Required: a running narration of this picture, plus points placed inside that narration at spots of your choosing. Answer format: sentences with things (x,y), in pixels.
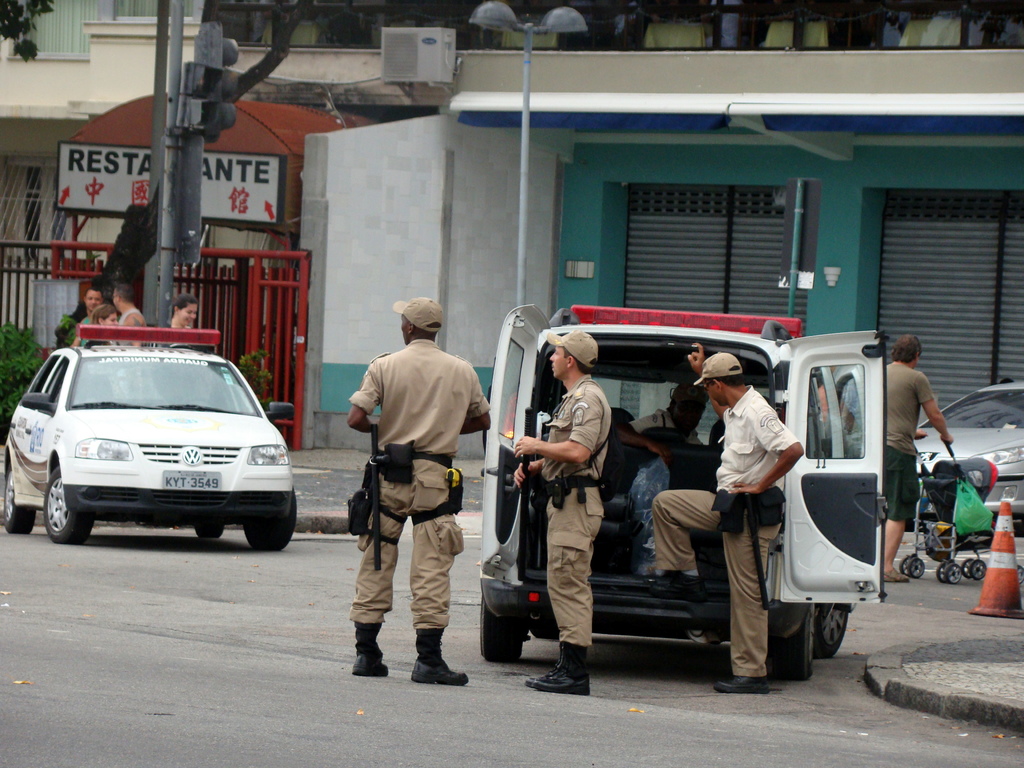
In this image I can see number of people (905,461), vehicles (723,324) and a building (843,159). I can also see a street light (562,26) and a traffic cone (1014,576).
